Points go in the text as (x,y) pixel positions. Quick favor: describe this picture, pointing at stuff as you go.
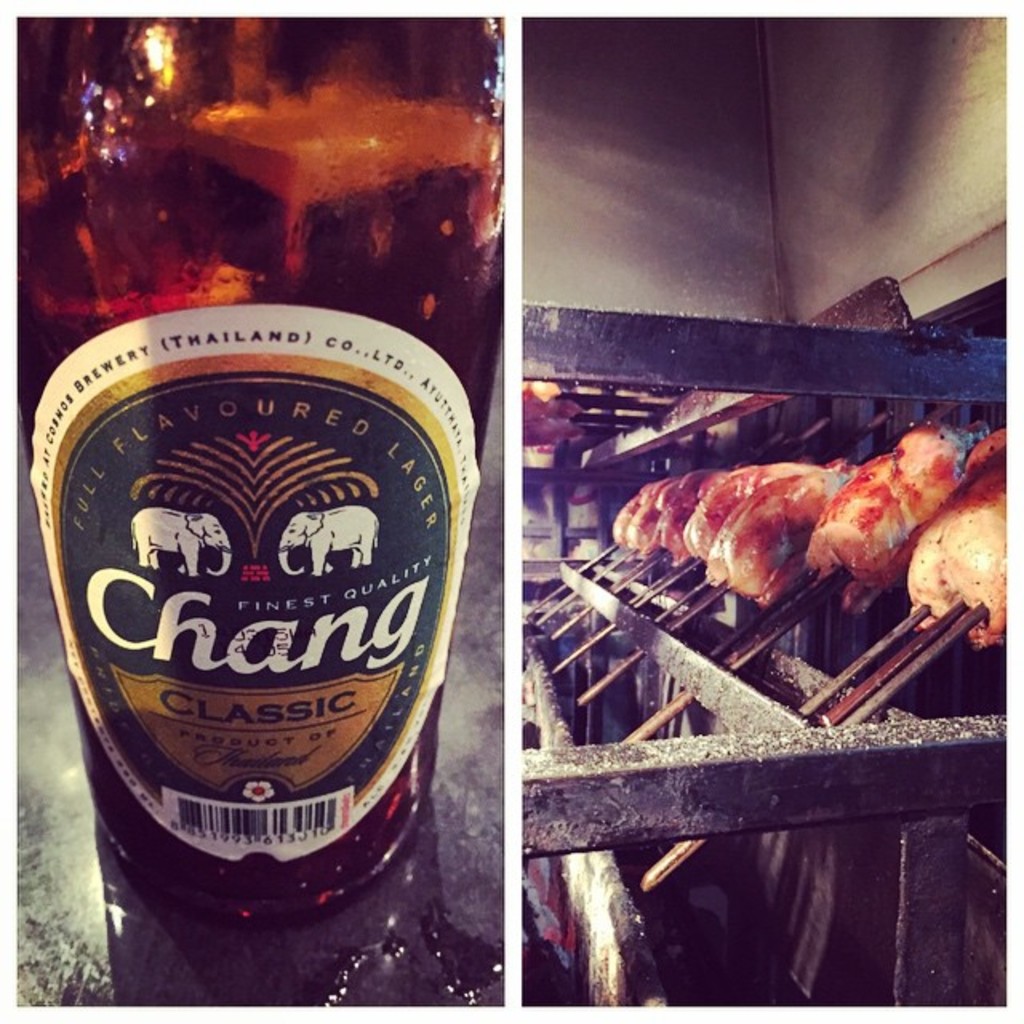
It is a collage image, in the first picture there is an alcohol bottle (251,628) and in the second image it looks like chicken (822,548) is being fried in a barbecue machine (560,565).
